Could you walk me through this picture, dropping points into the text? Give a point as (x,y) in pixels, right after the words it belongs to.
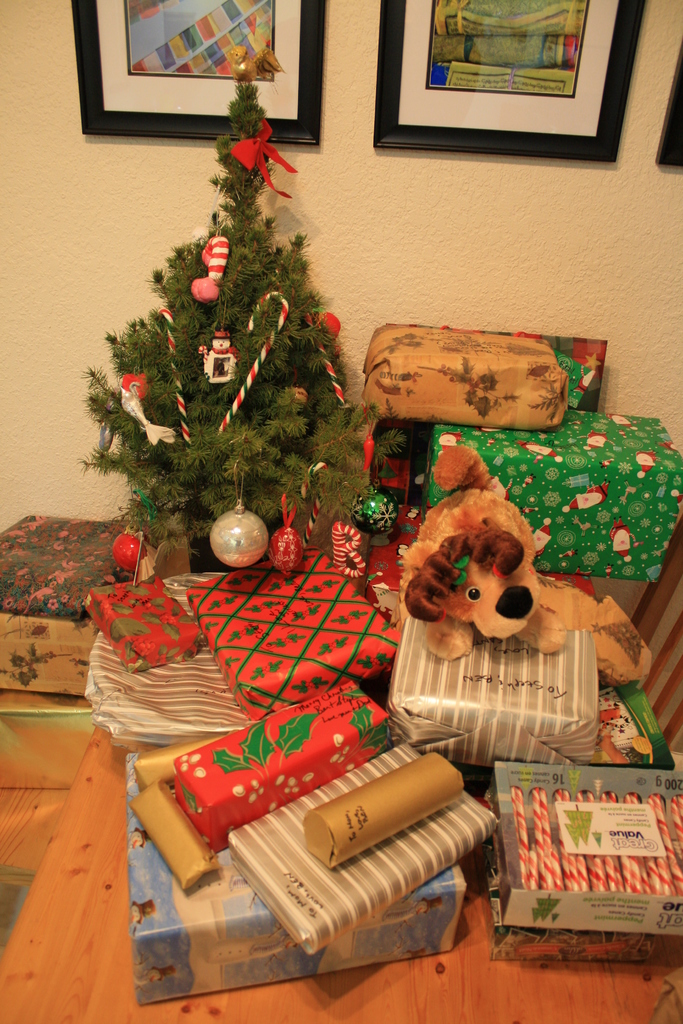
In this image I can see many gift packs (336,796) and the toy (438,649) which is in brown and black color. To the side I can see the Christmas tree (191,383). In the background (171,209) I can see the frames (557,48) to the wall (302,192).
